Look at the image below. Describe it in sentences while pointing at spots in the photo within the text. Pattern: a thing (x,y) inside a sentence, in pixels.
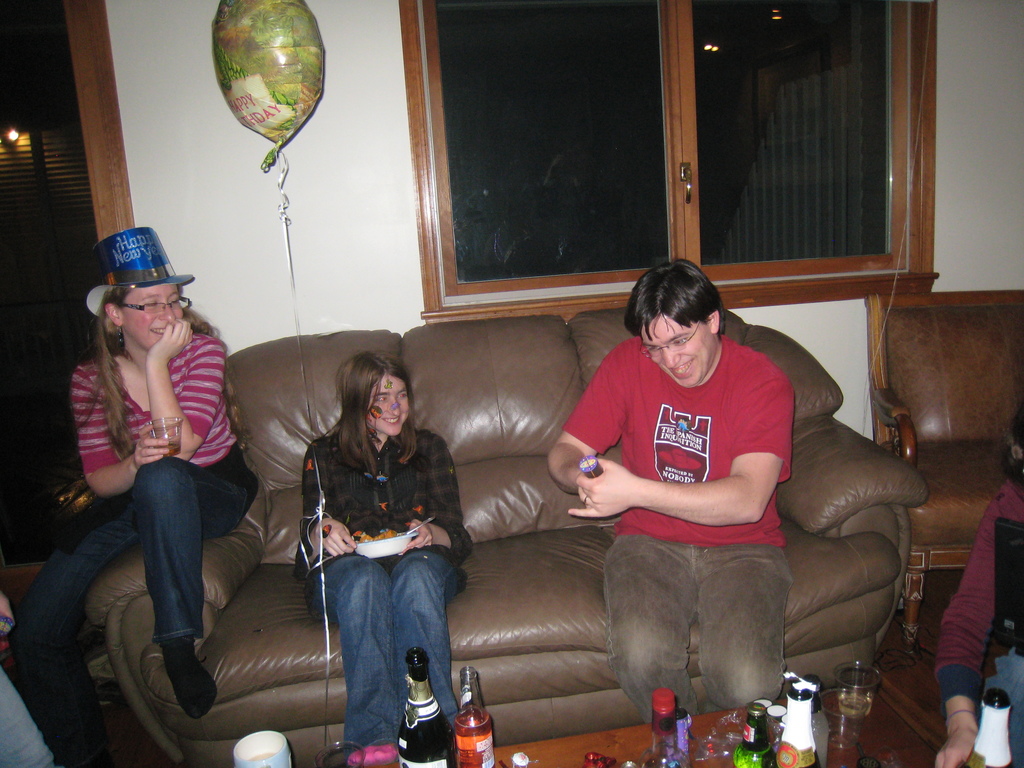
This picture is clicked inside the room (5,537). Here, we see three people (45,572) sitting on sofa (571,565), man (624,547) in red t-shirt (701,407) holding something in his hand (616,482). Woman (367,465) in middle of the picture (436,462) wearing black jacket (363,518) is holding bowl (409,535) in her hand (408,542) and she is laughing. On the left corner of the picture (164,354), we see women (188,377) wearing pink t-shirt (195,386) and blue hat (138,281) is holding glass (179,443) in her hand (150,440). Behind them, we see a wall (330,171) in white color and beside that, a window (668,85). Beside the sofa (901,470), we see chair (927,431) and in front of the picture, we see table (898,753) on which glass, bottle (480,711), cup (278,751) and some toys (678,720) are placed.
